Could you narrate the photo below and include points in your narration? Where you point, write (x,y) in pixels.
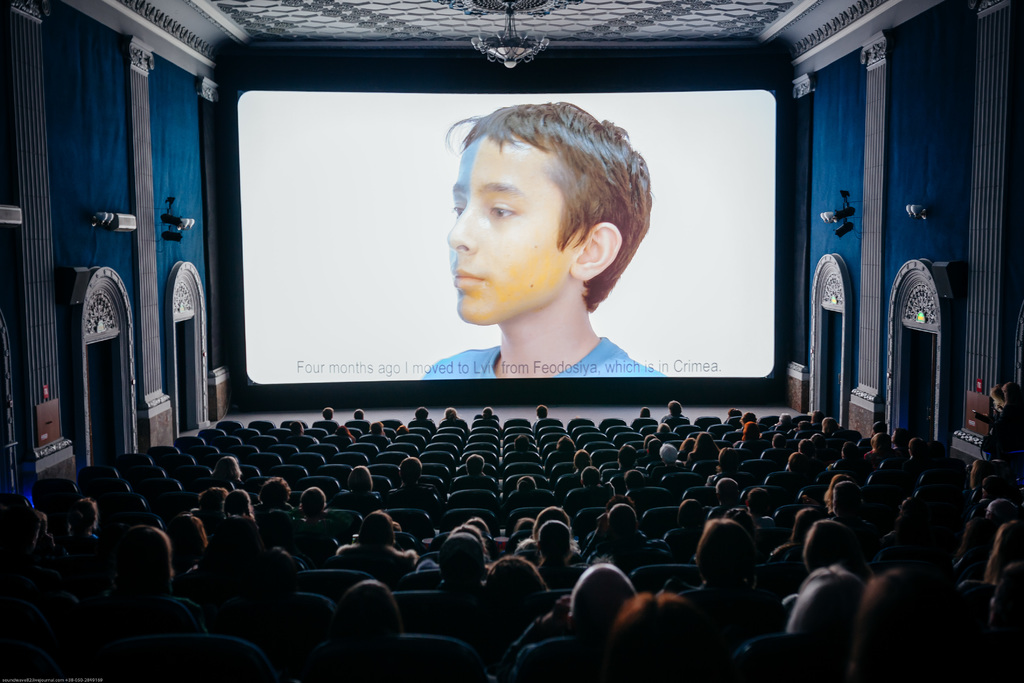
This is the inside view of a cinema hall (56,455), we can see some people (845,460) sitting on the chairs (169,674), we can see the screen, we can see some doors (108,348).
